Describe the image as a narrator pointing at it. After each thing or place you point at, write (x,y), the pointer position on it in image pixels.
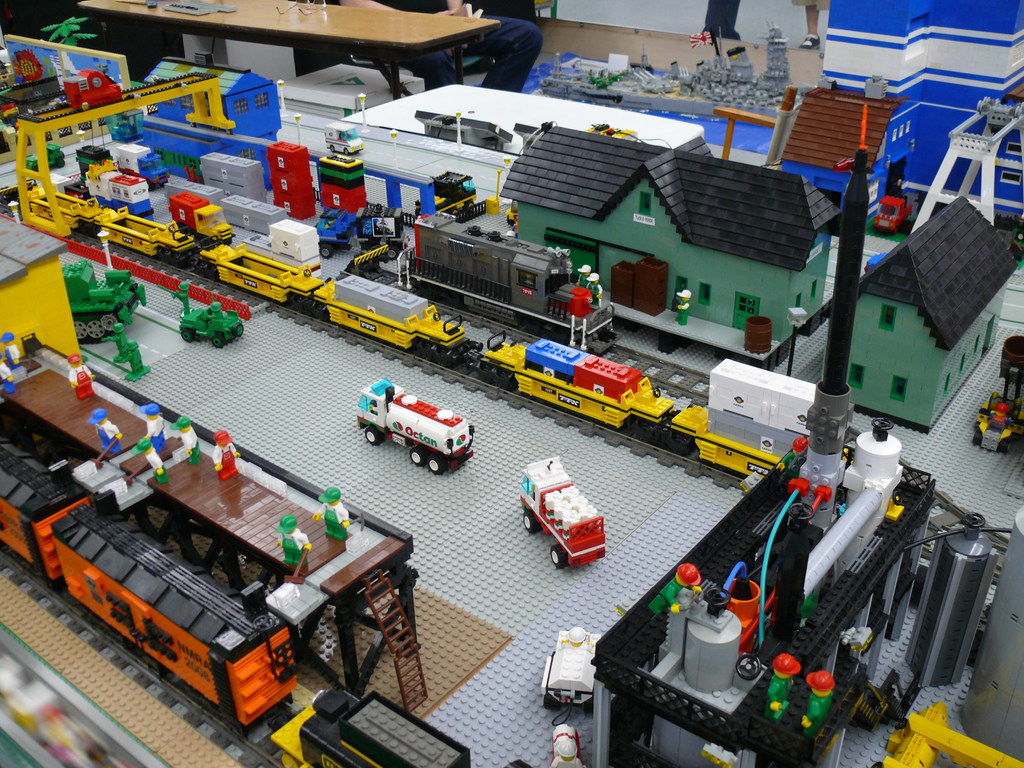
As we can see in the image there are toy cars (384,388), houses (990,45), train (360,297), railway track (170,267), few people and a cloth (547,63).
